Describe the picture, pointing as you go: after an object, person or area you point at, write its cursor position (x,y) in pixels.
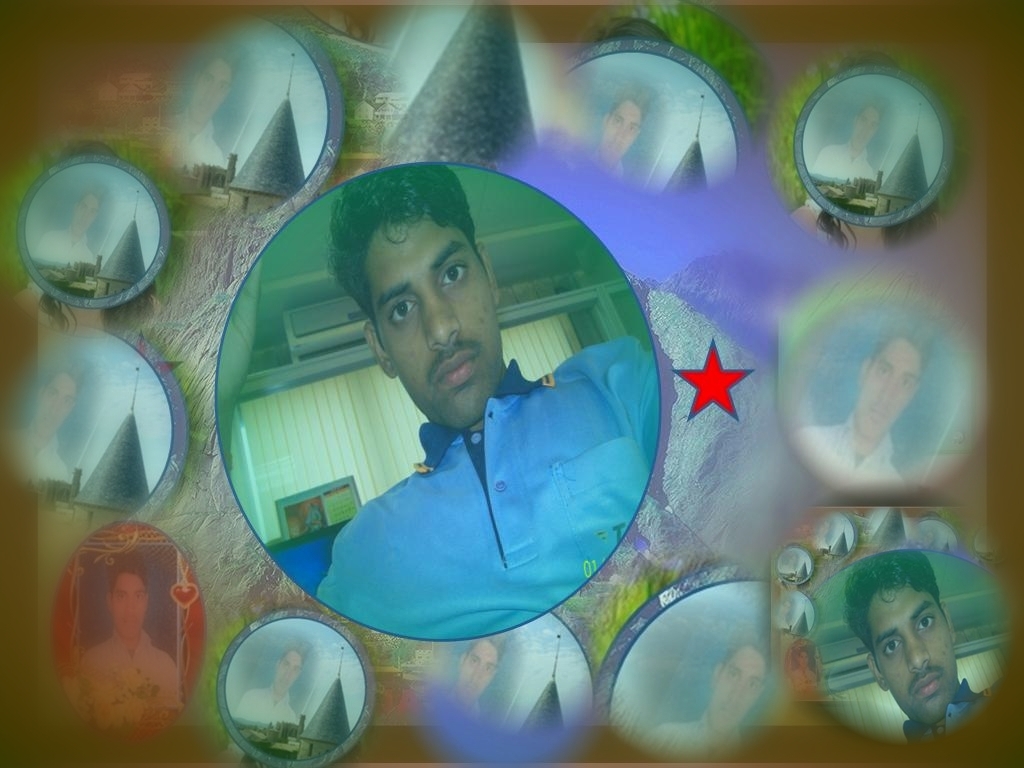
This is a edited image as we can see there is one person (468,416) in the middle of this image (454,435), and there are some other pictures (806,368) of a person (209,145) in the background (240,122).
